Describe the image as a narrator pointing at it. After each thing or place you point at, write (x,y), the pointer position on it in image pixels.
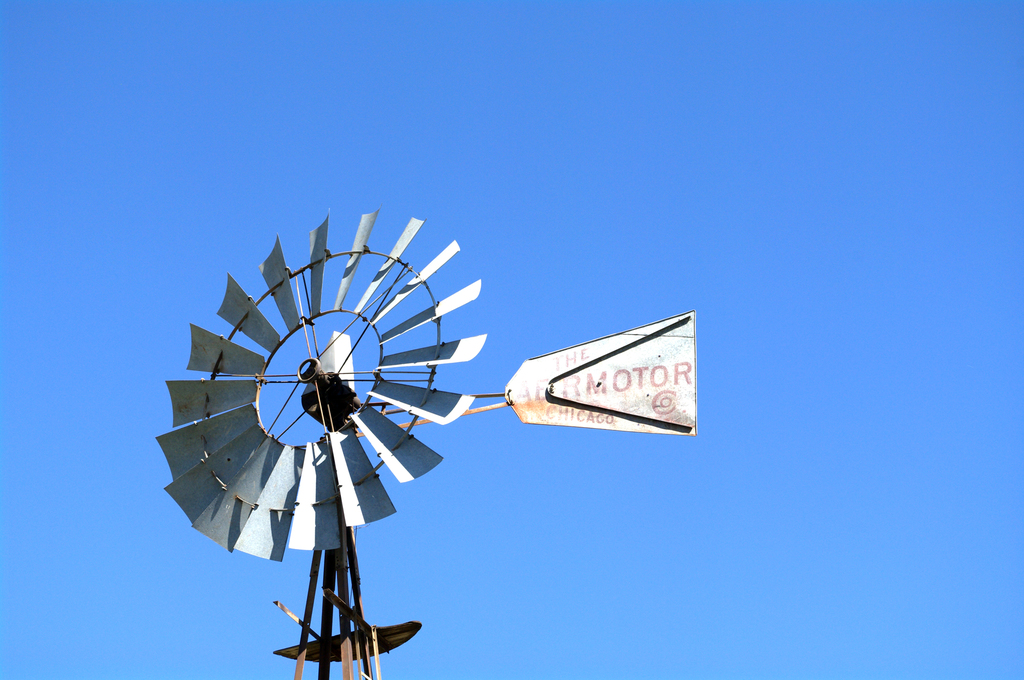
In this image, I can see a water windmill (257,495). In the background (110,183), there is the sky (581,180).
